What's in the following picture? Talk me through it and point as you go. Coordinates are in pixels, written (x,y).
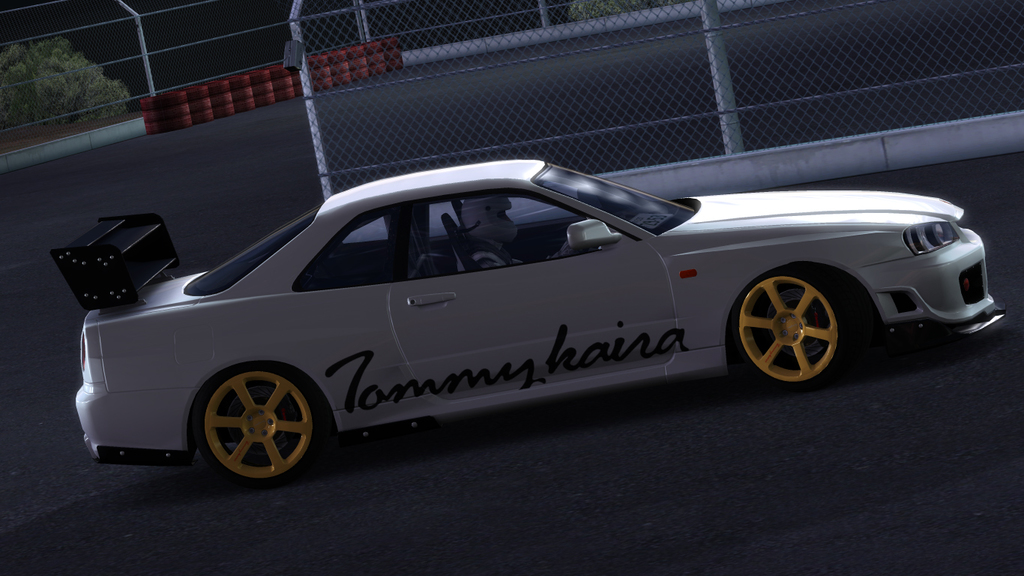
At the center of the image (481,269) there is a car (688,302) on the road (776,518). In the background (96,57) there is a mesh (403,104), behind the mesh (493,49) there are some objects (311,70) placed in a side of the road (582,45) and some trees (86,83).
